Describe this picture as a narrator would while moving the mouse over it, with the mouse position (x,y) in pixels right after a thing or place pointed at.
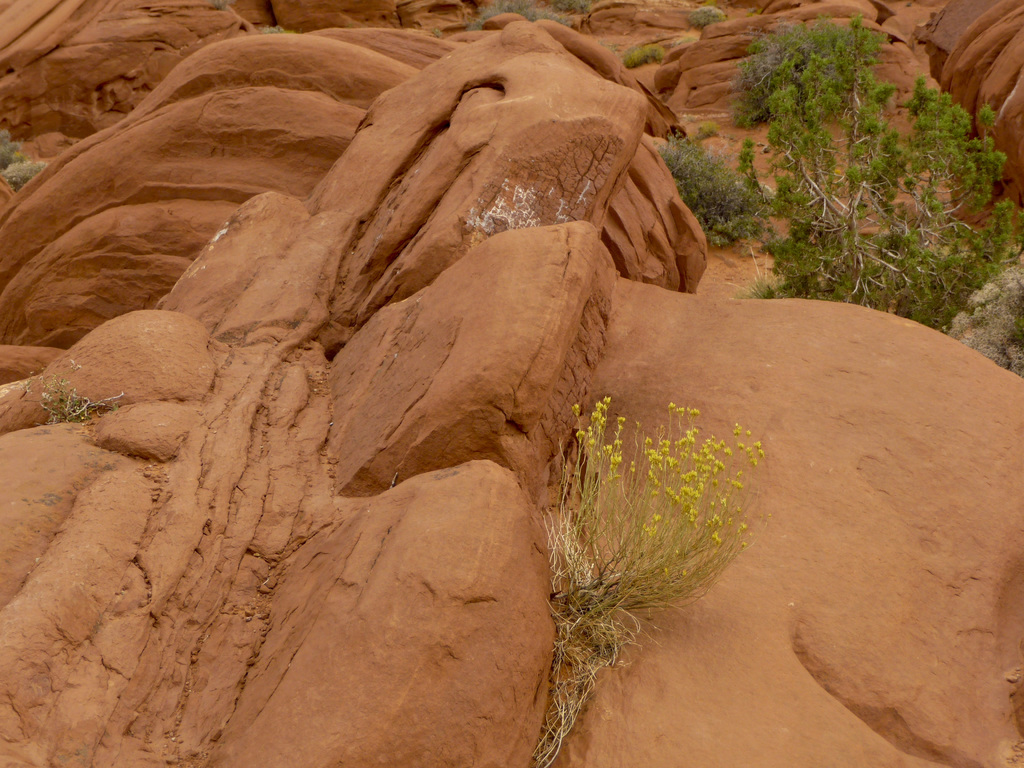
In this image I can see brown colour rocks (387,394) and in the front (582,490) I can see a plant (591,511). In the background (805,30) I can see few more plants (788,72) and a tree (780,217).
